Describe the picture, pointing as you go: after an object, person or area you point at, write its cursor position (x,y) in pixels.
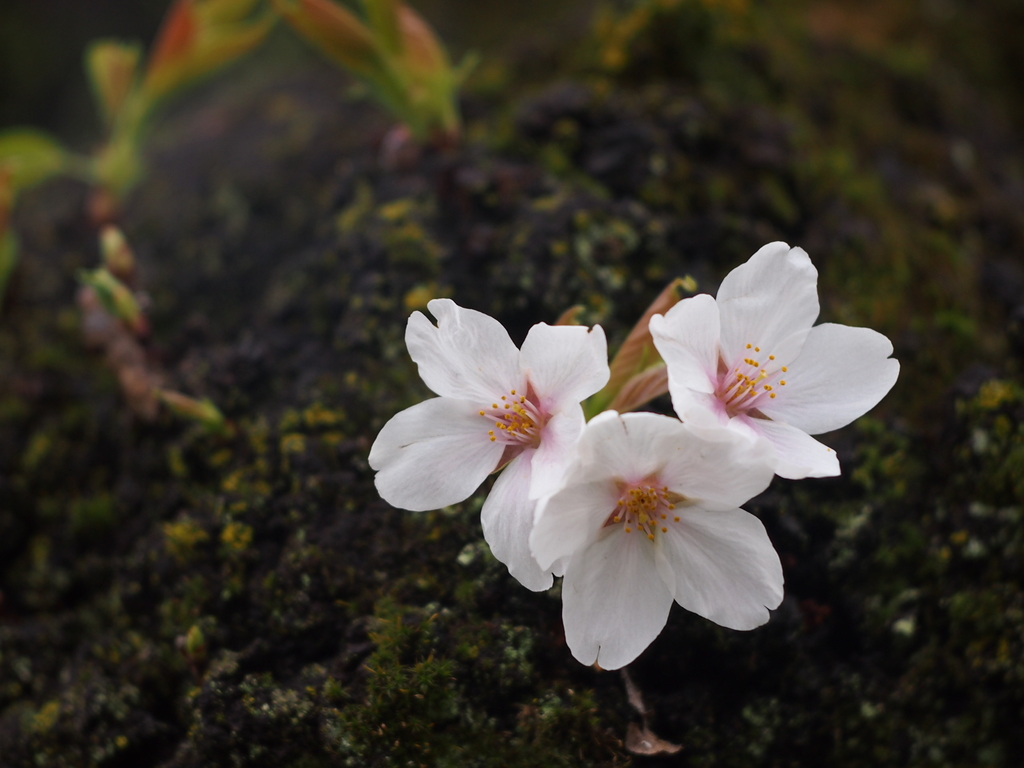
Here I can see few plants (433,677) on the ground (484,562) and also I can see white color flowers (548,415) to a plant (630,377).
